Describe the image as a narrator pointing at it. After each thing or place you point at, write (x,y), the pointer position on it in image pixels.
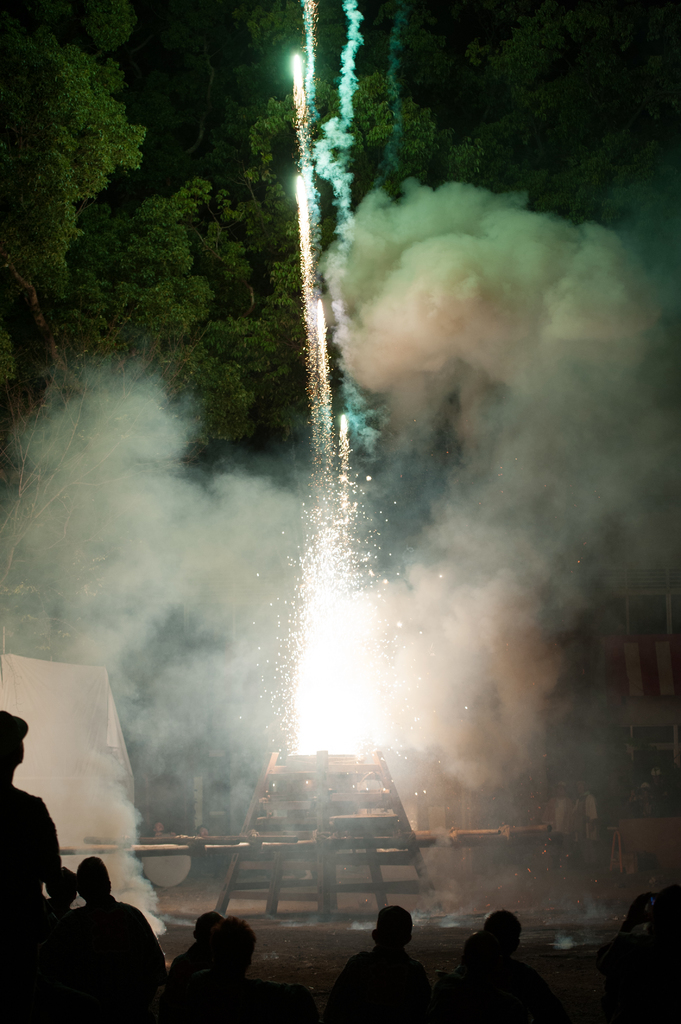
In the middle of the picture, we see a wooden box type (339,796). We see light crackers (369,718). At the bottom of the picture (256,979), there are people (88,865). On the left side (94,725), we see a white tent (58,714). At the top of the picture (151,267), there are trees (214,188) and we see smoke (470,420) emitted from the crackers (367,705). This picture is clicked in the dark.
